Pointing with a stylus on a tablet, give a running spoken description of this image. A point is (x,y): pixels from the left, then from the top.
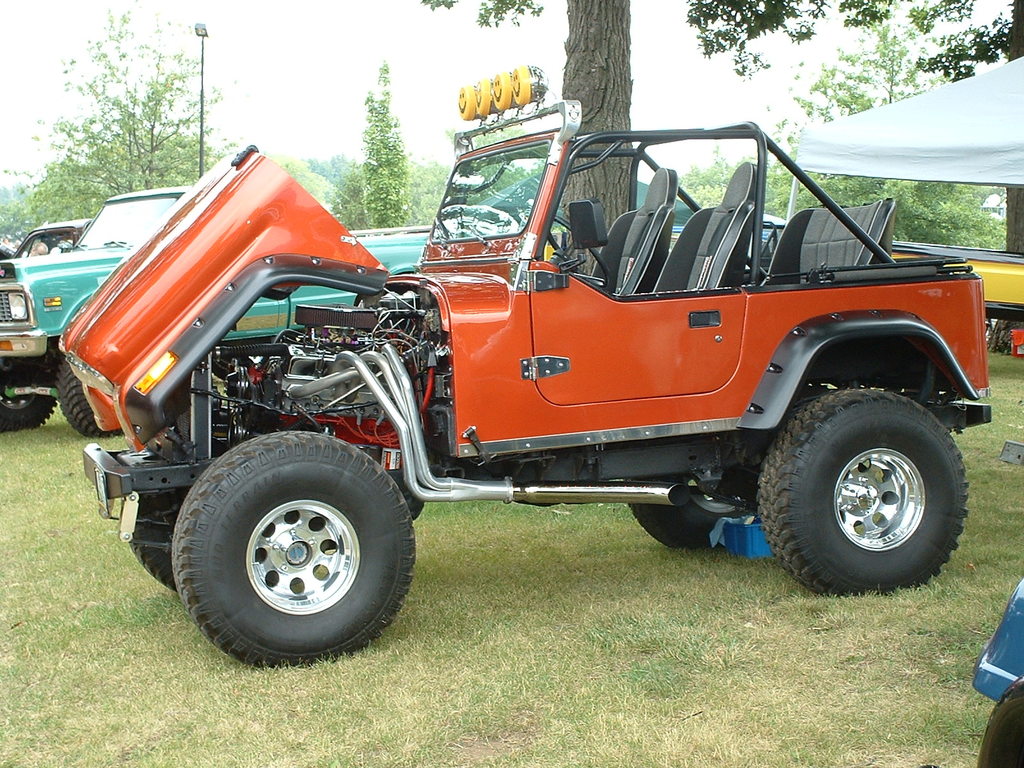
In this picture I can see a jeep (490,458) and a mini truck (127,246) and another vehicle (67,227) parked and I can see trees (372,106) and a pole light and I can see a tent (884,169) on the right side of the picture (898,170) and I can see grass (636,636) on the ground (417,668) and a cloudy sky (312,37).
